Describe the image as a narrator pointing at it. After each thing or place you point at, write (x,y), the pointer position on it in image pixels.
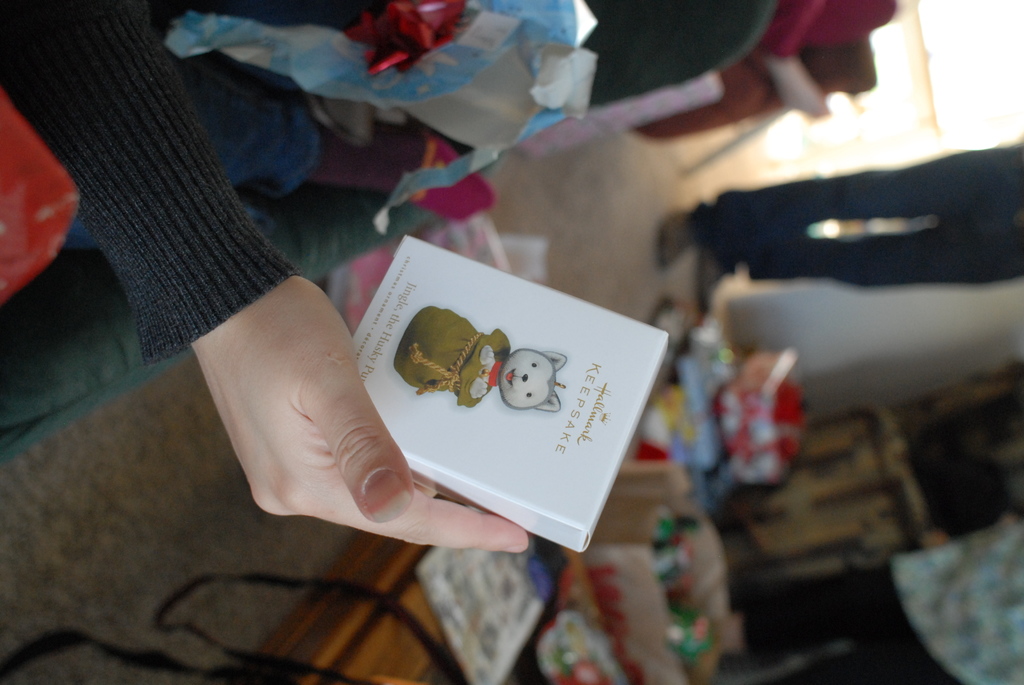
On the left hand side (107,205) we have a hand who wear ash color dress (157,315). In the middle of the image (416,309) we have box (569,498) which have cartoon face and some text (611,394) was written over it and a table (352,639) which is blurred. On the right side (780,215) we have a person (753,23) and some gifts (788,421) which are blurred.
